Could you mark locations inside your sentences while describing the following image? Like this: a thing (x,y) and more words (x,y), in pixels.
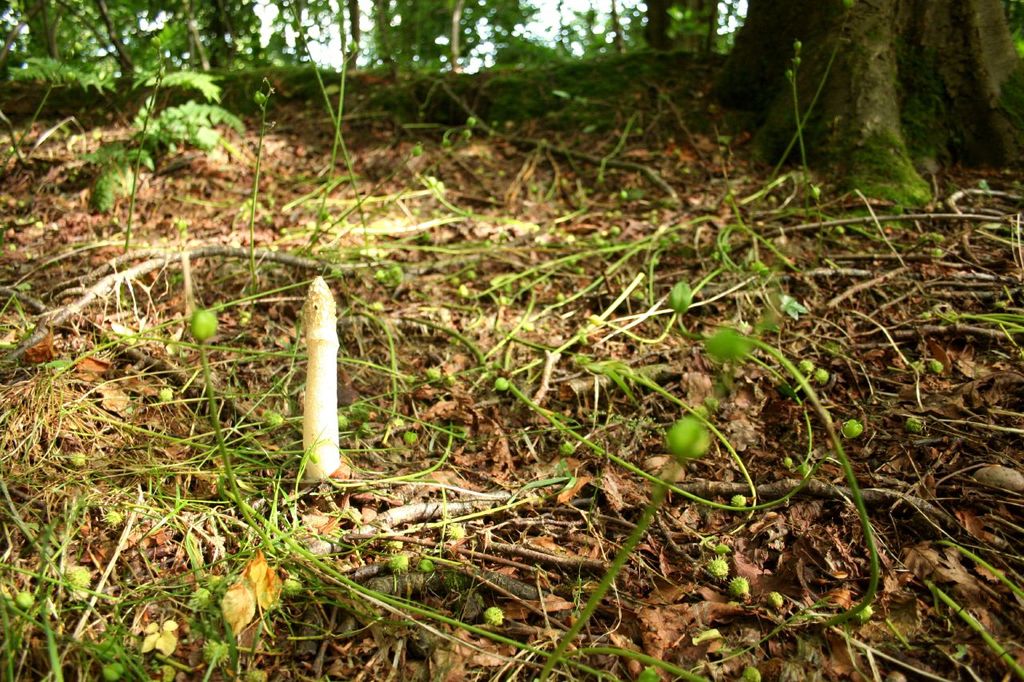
Here in this picture we can see plants (154,119) and trees (526,38) present all over there and in the front (202,369) we can see some grass (395,404) with some small fruits (80,573) present over there.
